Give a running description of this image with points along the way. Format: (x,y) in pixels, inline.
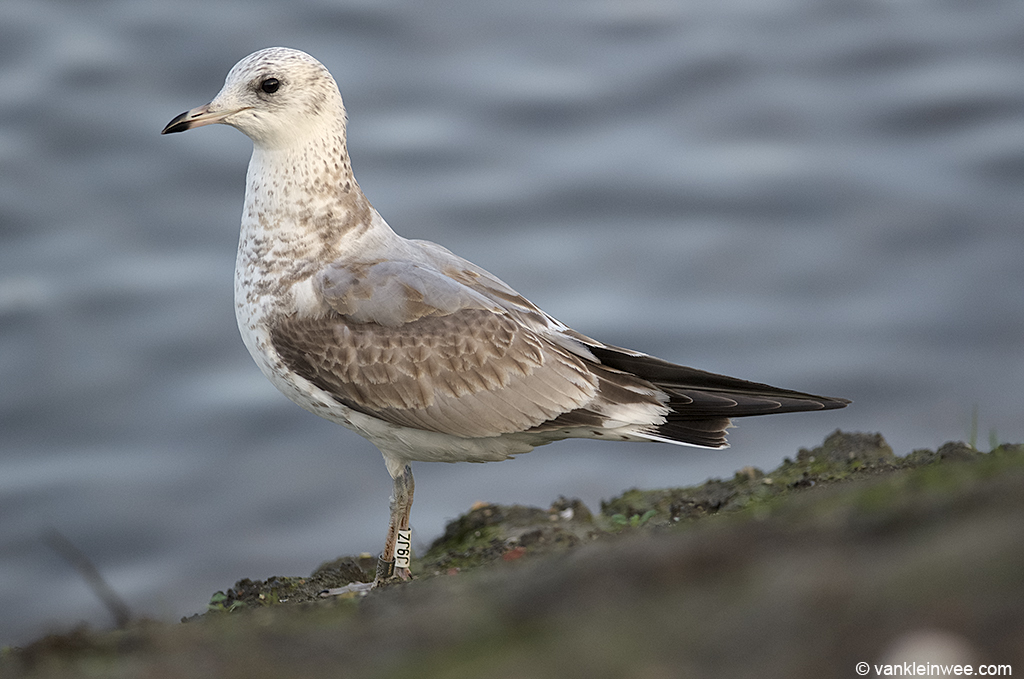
In this image I can see the bird (323,290) is in cream, black and brown color. Background (1007,49) is blurred.
